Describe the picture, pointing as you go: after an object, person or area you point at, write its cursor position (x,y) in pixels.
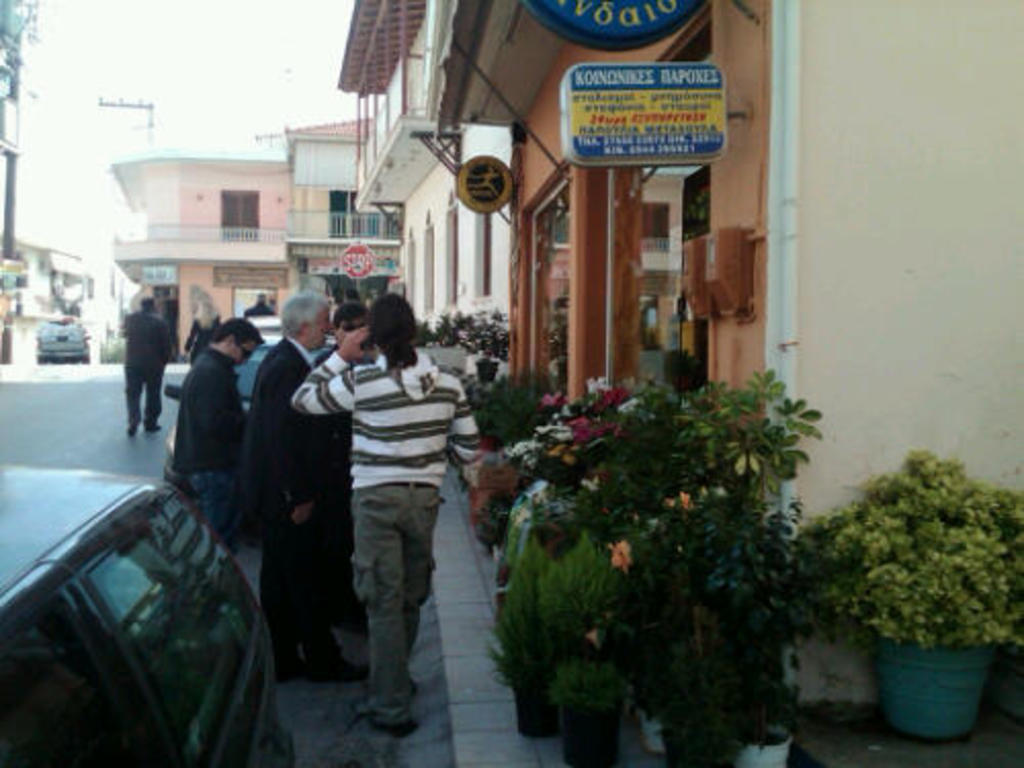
In this picture we can see vehicles (152,637), people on the road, beside this road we can see buildings (997,41), house plants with flowers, here we can see a sign board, name boards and we can see sky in the background (55,52).
